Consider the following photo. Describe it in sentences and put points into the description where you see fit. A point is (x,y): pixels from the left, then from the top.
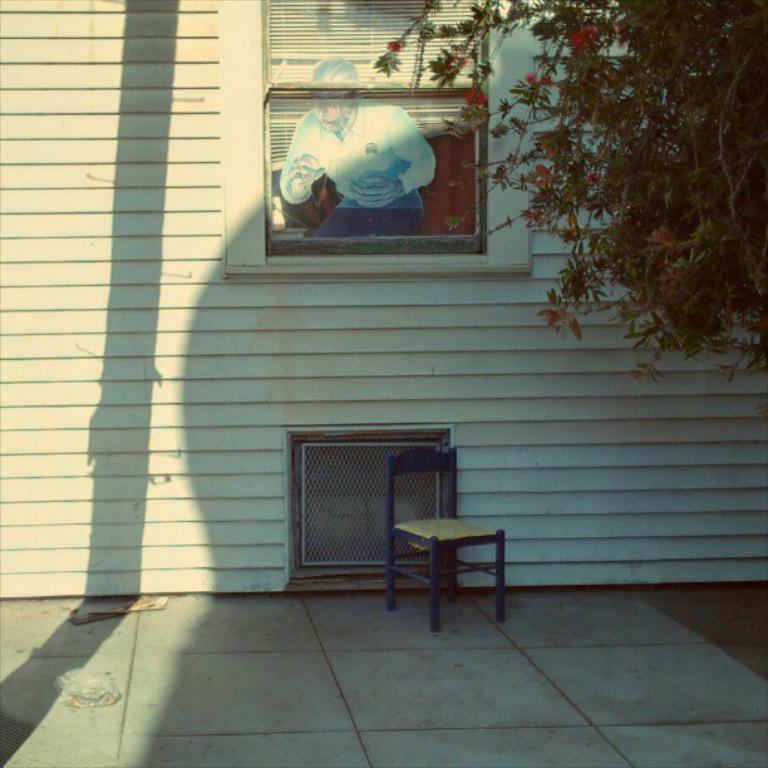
In this image, we can see the wall (231,313) with some windows (346,460) and a sticker (374,221). We can see the ground (137,649) with some objects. We can also see a chair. We can see a tree (758,12) on the right (766,297).
